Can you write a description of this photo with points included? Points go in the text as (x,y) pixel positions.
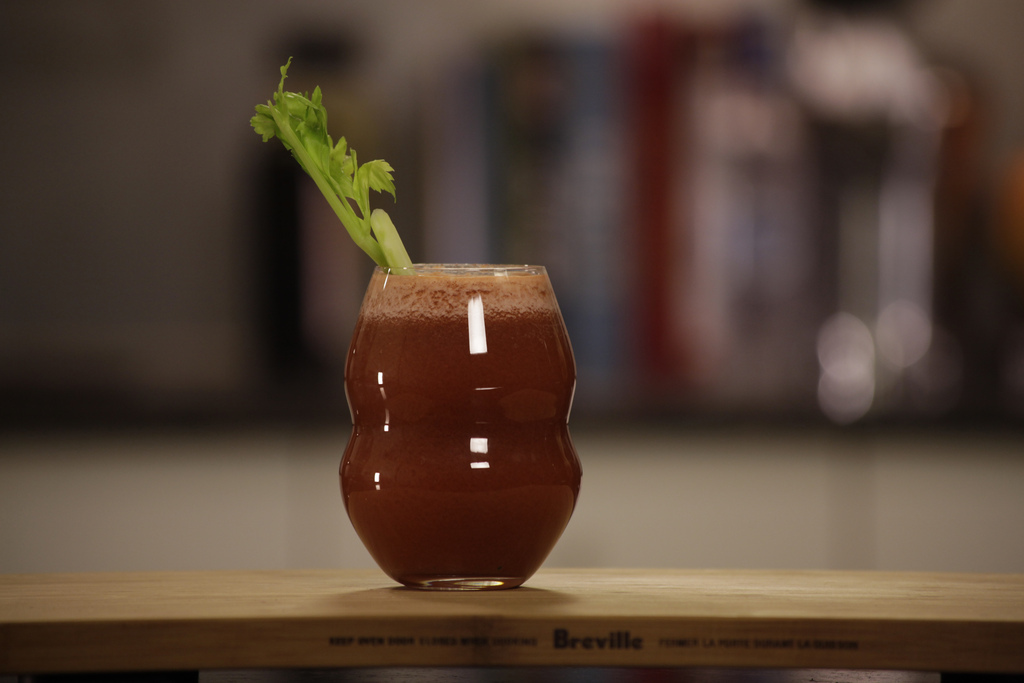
In this picture there is a glass (521,369) of juice (451,570) in the center of the image (522,306) and there is a stem (264,122) in the glass (478,305).
